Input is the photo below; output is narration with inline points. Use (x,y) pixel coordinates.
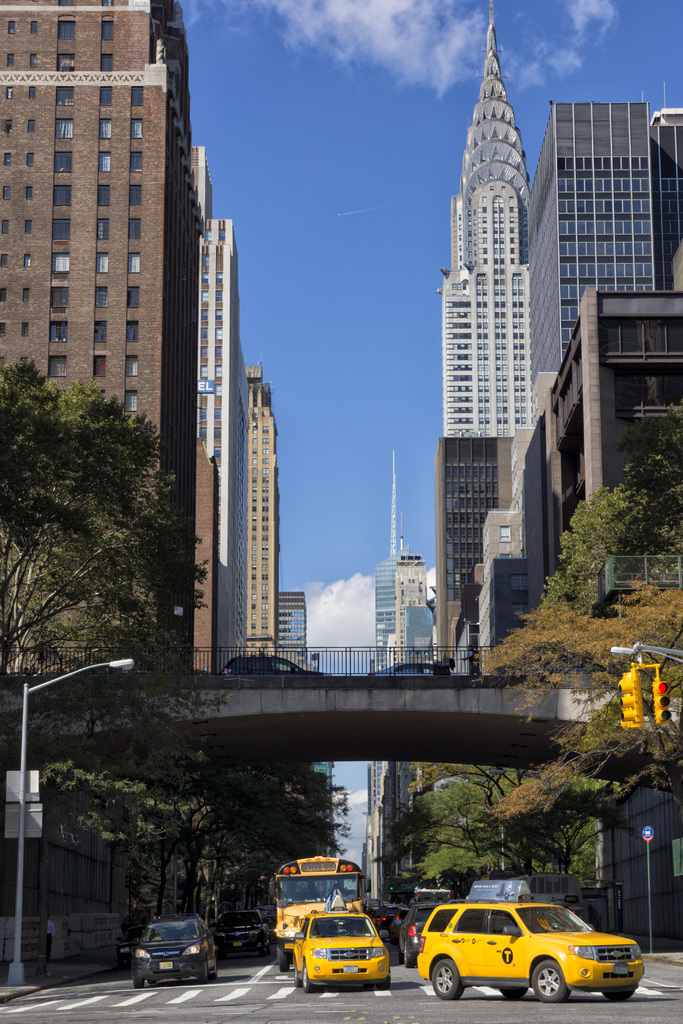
In this picture I can see vehicles (543,986) on the road (682,989), there are poles (658,653), boards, traffic signal lights (635,695), bridge (209,694), buildings (662,254), trees (42,525), and in the background (329,379) there is sky (332,315).
